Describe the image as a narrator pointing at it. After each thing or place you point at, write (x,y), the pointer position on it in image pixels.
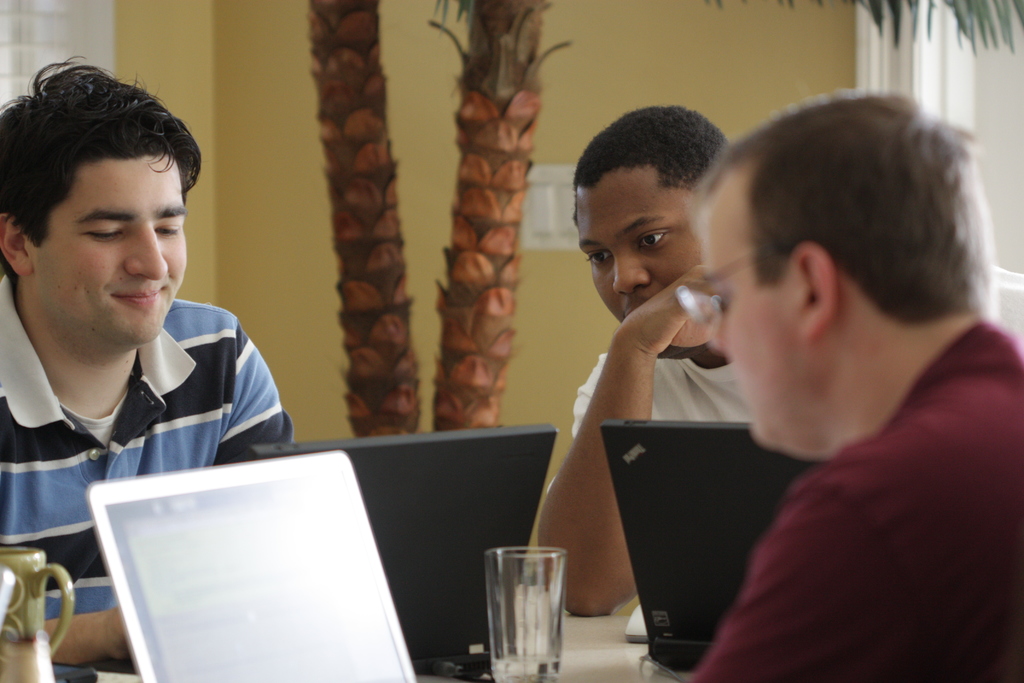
This picture shows few people (673,262) seated and we see laptops (423,559) and a glass (524,624) on the table (642,676) and we see trees (325,12) and a house (737,12).
